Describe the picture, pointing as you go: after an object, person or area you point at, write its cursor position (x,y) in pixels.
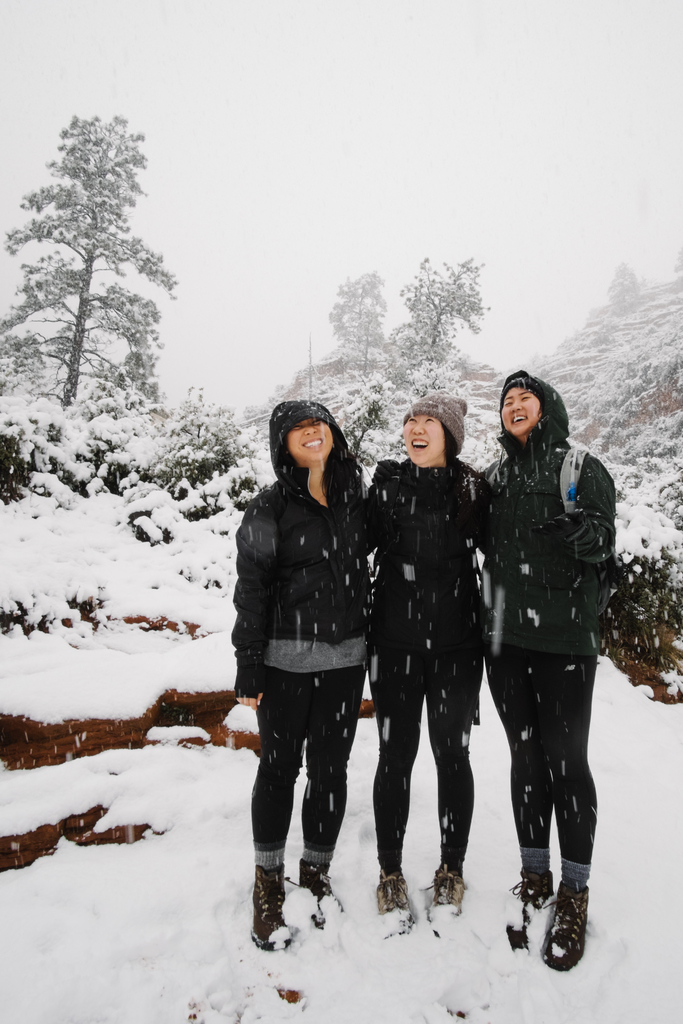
In this image I can see three persons (363,582) wearing black colored outfit (359,585) are standing on the snow (323,916). In the background (106,696) I can see few trees (151,390), the snow (196,500) and the sky (396,166).
